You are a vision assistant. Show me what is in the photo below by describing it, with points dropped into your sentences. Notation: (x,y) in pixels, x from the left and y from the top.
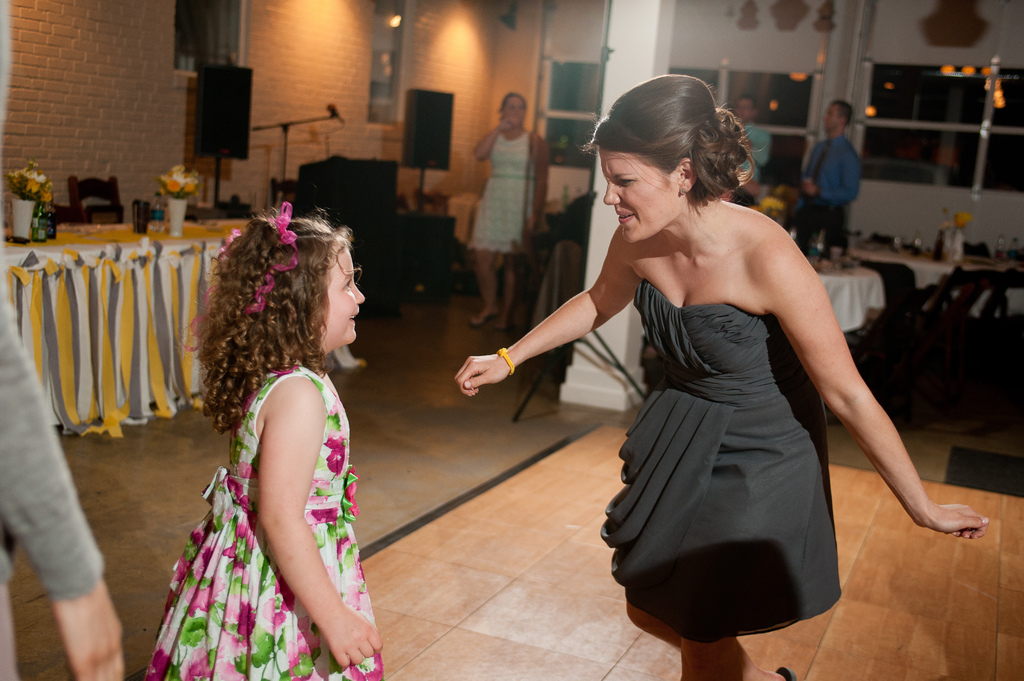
On the right (689,130) there is a woman (673,141) who is wearing black dress (767,461). Beside her we can see a girl (265,427) who is standing on the floor (410,651) and smiling. In the background (492,145) there are a woman (492,197) and two men (839,147) standing near to the table (842,297). On the table (951,263) we can see flowers (965,220), plates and other objects (914,247). At the top left (213,116) we can see the speakers (432,134), mic (284,148), table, chair (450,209) and other objects (372,224) near to the wall (280,84) and window (392,73).
